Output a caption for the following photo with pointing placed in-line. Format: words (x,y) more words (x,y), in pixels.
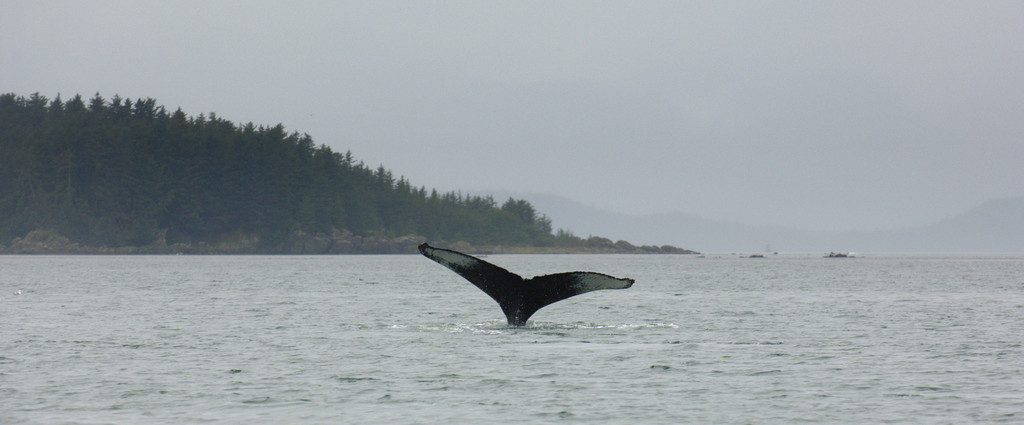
In the center of the image (477,283) we can see a whale (506,294) in the water (470,419). In the background (240,182) there are trees (127,169), hills (660,212) and sky (702,106).
